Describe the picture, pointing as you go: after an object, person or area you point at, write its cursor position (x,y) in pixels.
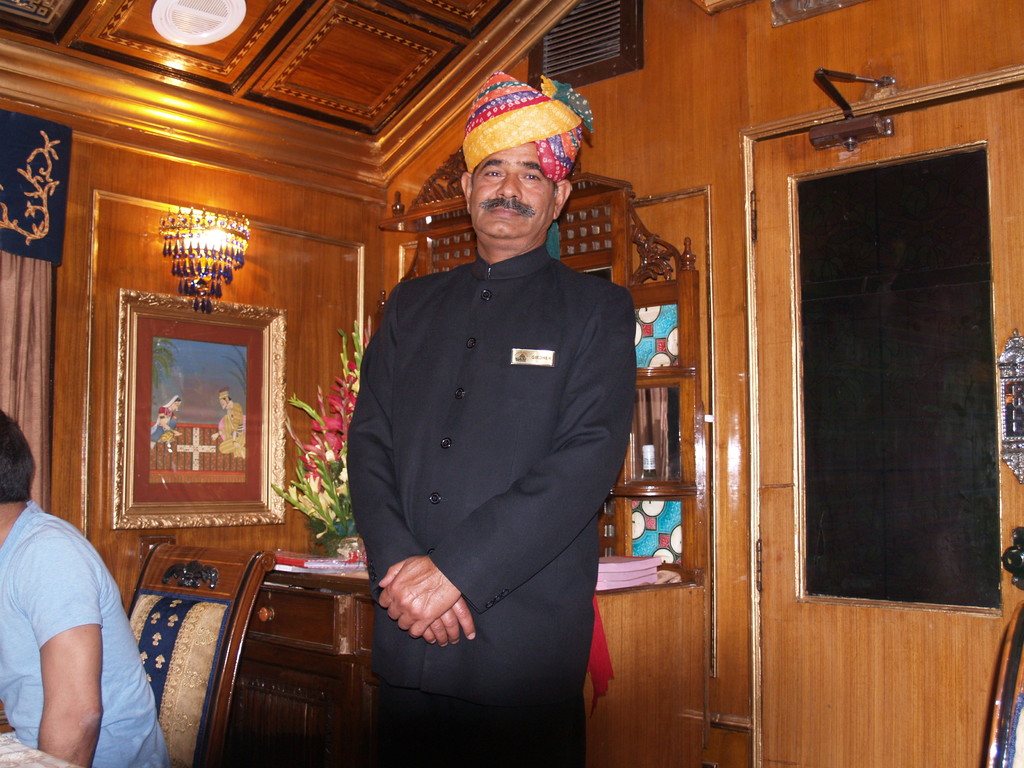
In this image we can see a man (486,346) is standing. He is wearing a black color dress (416,455). In the background (66,332), we can see wooden wall (797,497), frame (173,330), light (201,243), table (292,682) and chair (210,677). On the table (334,574), we can see books (600,560), flowers (323,488) and some objects (337,555). There is a person (76,561) sitting on the chair (184,764) on the left side of the image (115,642).
